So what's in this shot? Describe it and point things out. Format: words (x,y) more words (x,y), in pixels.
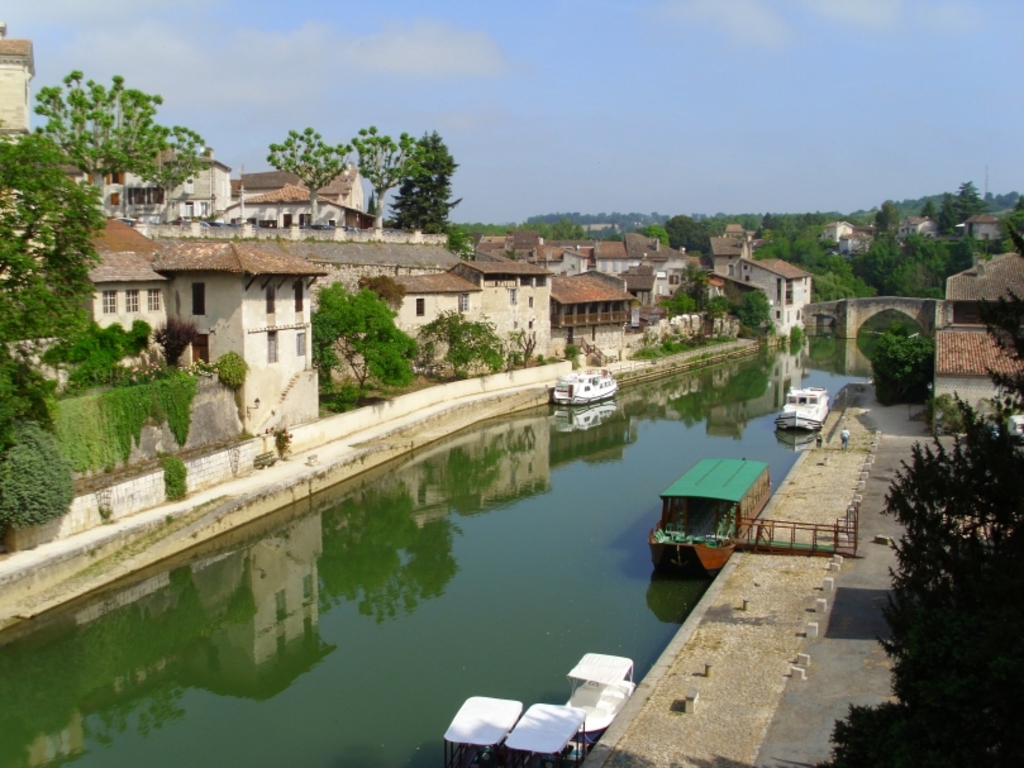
In this image there is the sky (673,53) towards the top of the image (637,77), there are clouds (443,41) in the sky (681,90), there are houses (224,314) towards the left of the image (170,278), there are trees (805,221), there are houses (978,279) towards the right of the image (962,302), there is a wall (912,307), there is water (338,605) towards the bottom of the image (519,529), there are boats (720,465), there is a tree (1004,541) towards the right of the image (1000,506), there is a man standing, there is ground (801,680) towards the bottom of the image (794,688), there are objects (692,702) on the ground (749,597).
